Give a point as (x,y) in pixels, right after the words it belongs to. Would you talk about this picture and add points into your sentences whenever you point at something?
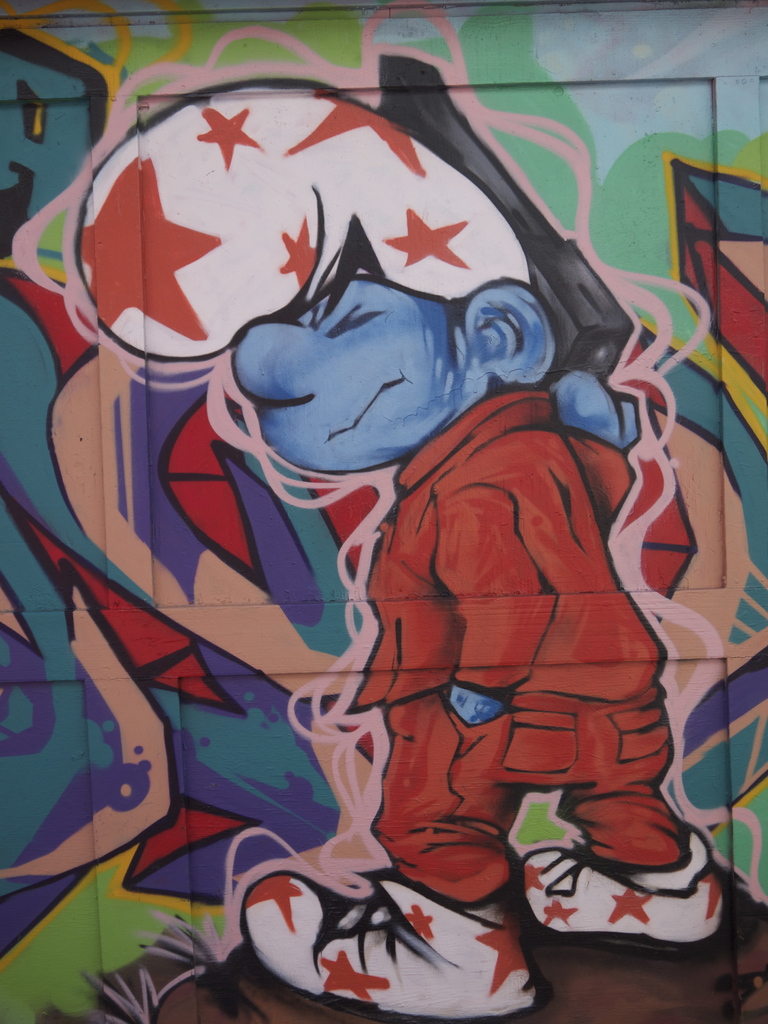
In this picture we can see the painting (80,251) of a smurf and some design (69,550) on an object (274,654).
